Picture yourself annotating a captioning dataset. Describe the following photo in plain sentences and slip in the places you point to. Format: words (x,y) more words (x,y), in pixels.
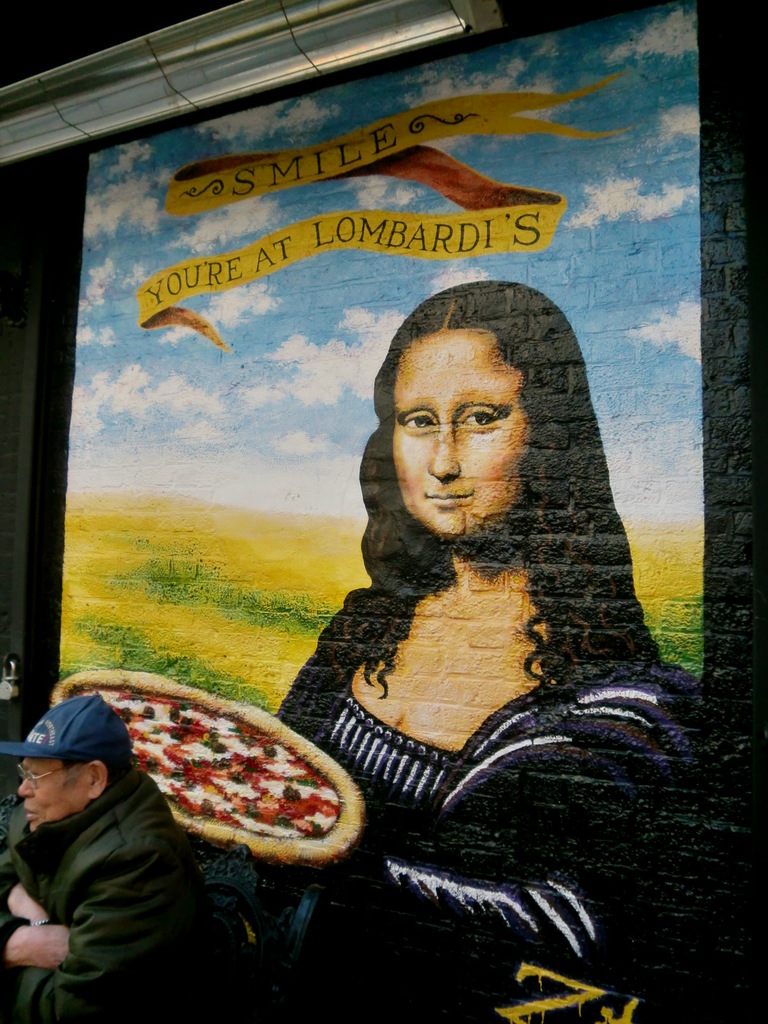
In this image I can see a man (63,985) on the bottom left side (106,725) and I can see he is wearing a jacket (111,840), a specs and a blue colour cap (58,756). Behind him I can see a painting (318,207) on the wall (94,200). On the top side of this image (424,126) I can see something is written on the wall (279,238) and I can also see a silver colour thing (378,35) on the top left side (12,133).
